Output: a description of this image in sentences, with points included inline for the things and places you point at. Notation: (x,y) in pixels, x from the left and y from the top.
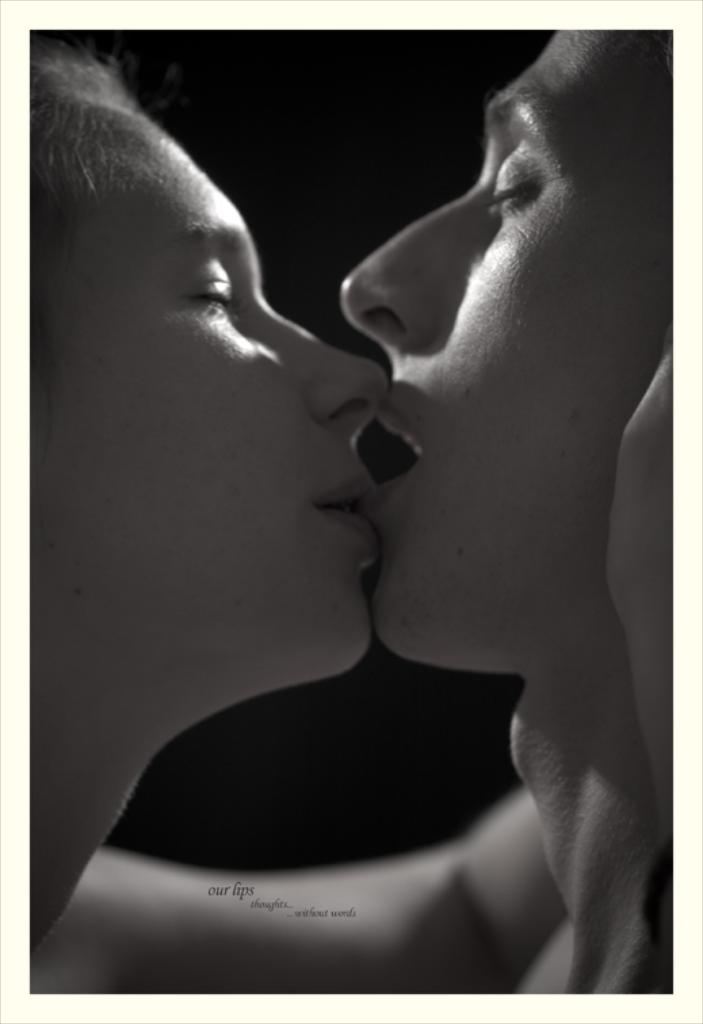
In this image I can see two people (270,566) and there is a black background (335,804).
